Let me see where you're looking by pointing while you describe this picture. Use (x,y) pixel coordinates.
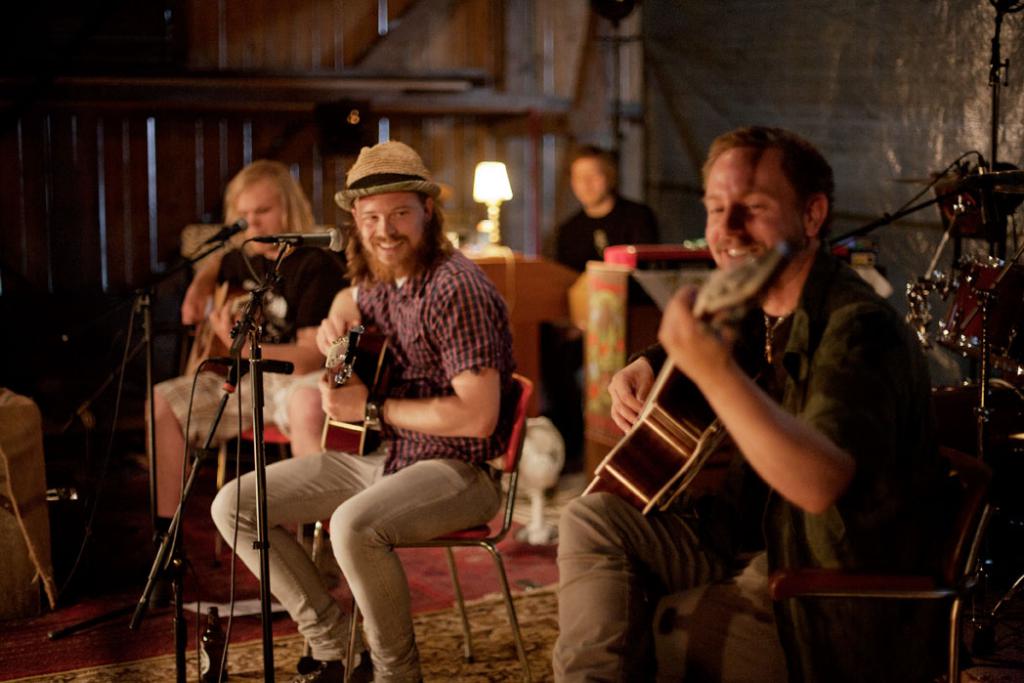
In this image there are group of persons (739,454) who are playing musical instruments (955,244) and at the backside of the image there is a lamp (498,165) and at the right side of the image (865,70) there is a black color sheet (921,171).
